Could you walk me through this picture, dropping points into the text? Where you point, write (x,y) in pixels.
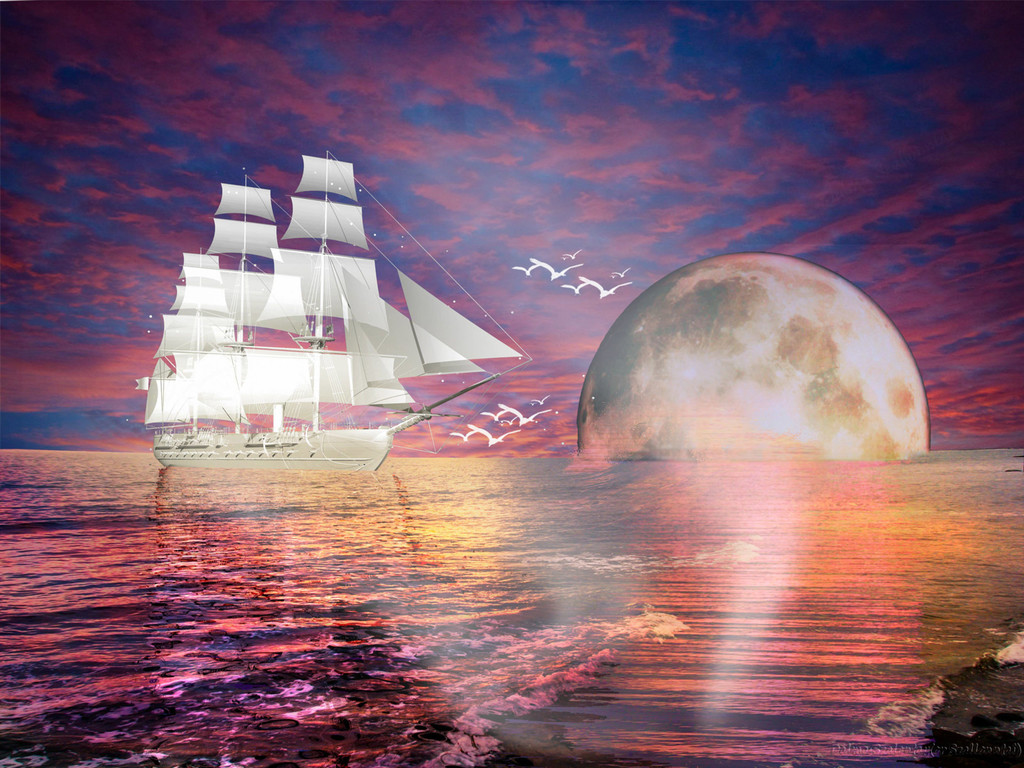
This is an animated image on which we can see there is a ship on the water (535,577) and moon (863,360) going down.
